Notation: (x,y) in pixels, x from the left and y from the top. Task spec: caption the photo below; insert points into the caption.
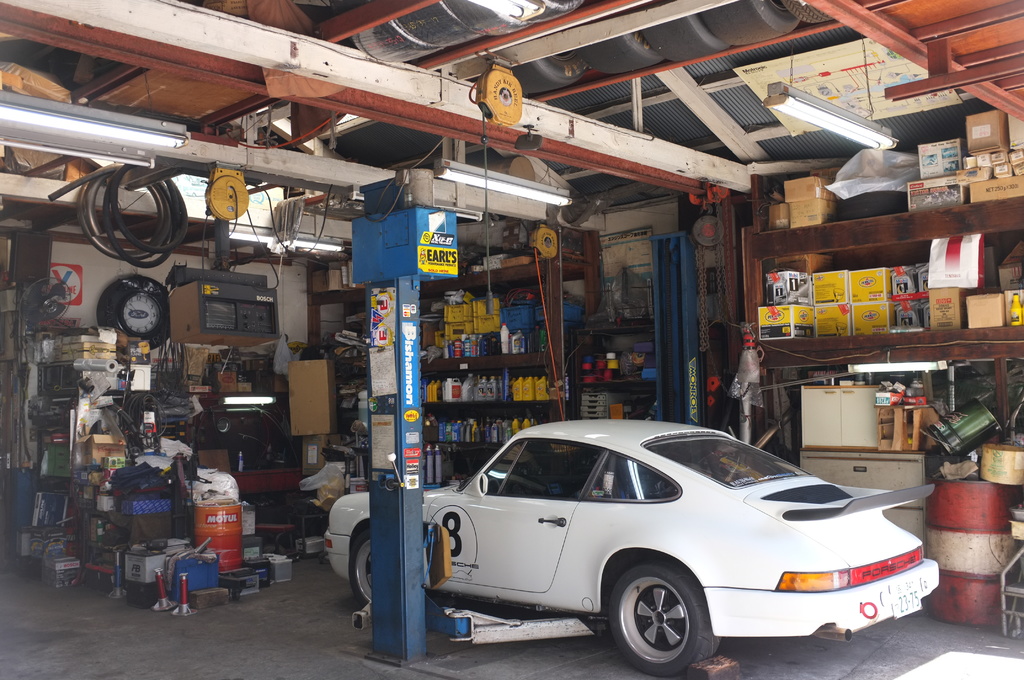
In this picture we can see a car (499,500) on the ground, pillar (397,293), boxes (531,320), bottles (473,382) in racks (441,368), fan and some objects (87,207).
